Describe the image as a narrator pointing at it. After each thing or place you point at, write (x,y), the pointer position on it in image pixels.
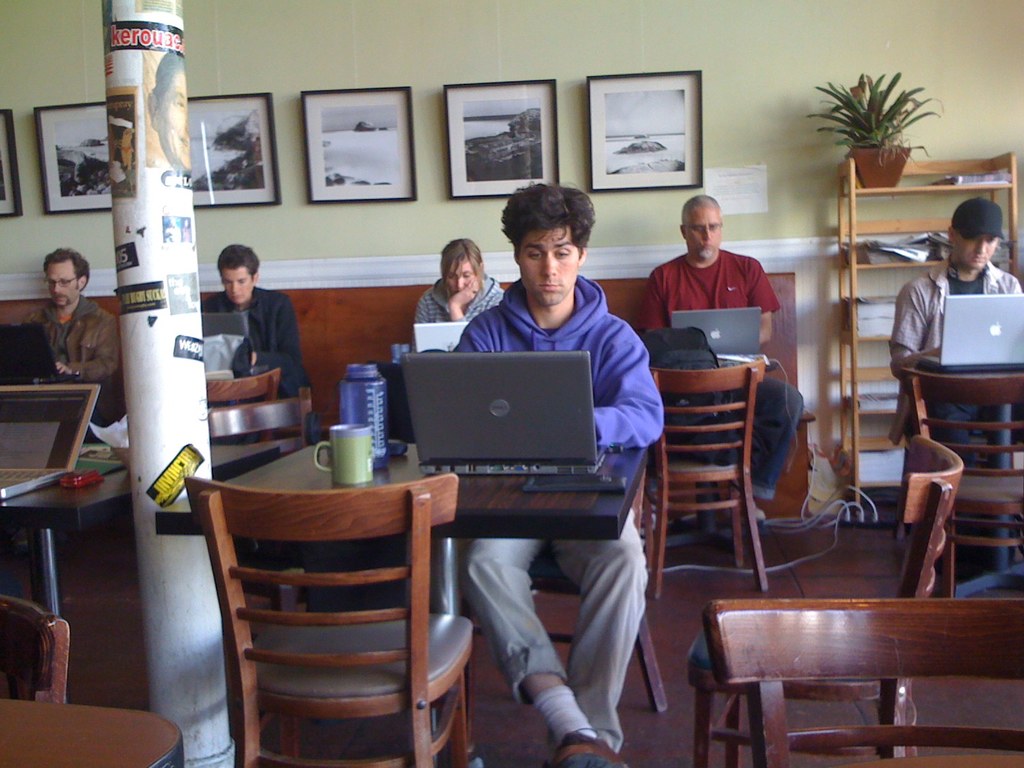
There are some people (255,374) sitting in the chairs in front of a table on which a laptop (512,384) were placed There are some empty chairs (308,641). There is a pillar (155,277) here. In the background (211,196) there are some photographs (349,151) attached to the wall (557,29) here. We can see a plant (883,130) which is placed on the cupboard shelf (859,252).
